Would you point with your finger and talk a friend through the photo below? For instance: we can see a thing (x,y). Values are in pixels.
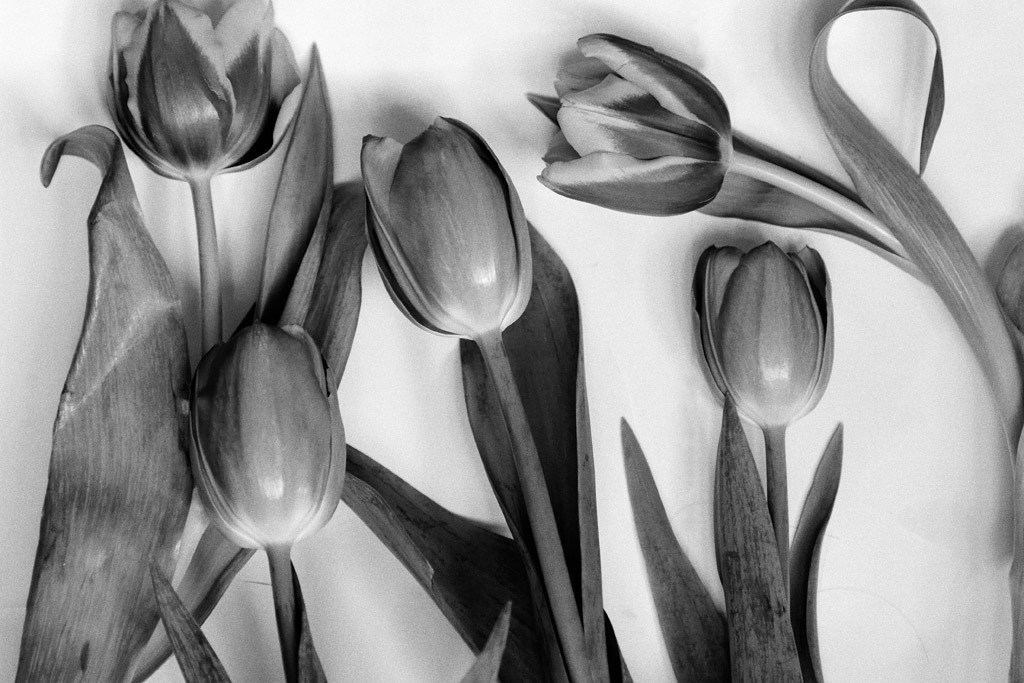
The picture is a black and white image. In this picture there are tulips (410,143), on a white surface (15,341).
